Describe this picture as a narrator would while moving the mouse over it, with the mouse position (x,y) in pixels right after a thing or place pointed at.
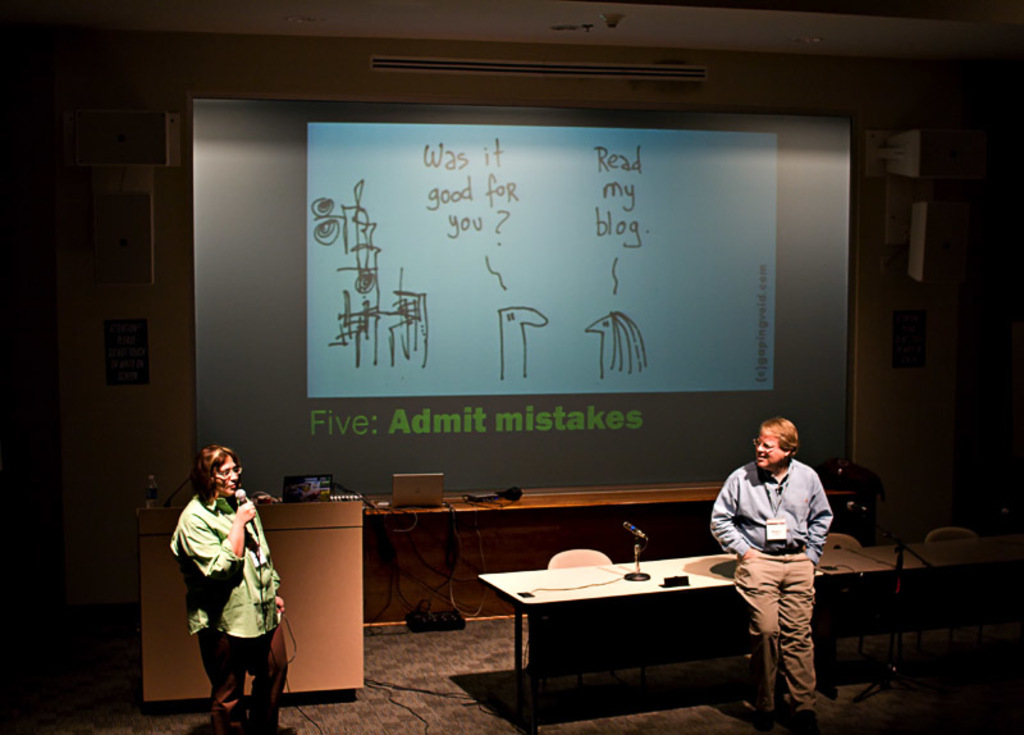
In this image I can see two persons (211,659) are standing in the front (223,707). On the left side of this image (172,551) I can see one of them is holding a mic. In the background (255,473) I can see a projector's screen (634,269), few tables (631,563), few mics (644,539), few chairs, a laptop (437,478) and on the projector's screen (364,350) I can see something is written.
